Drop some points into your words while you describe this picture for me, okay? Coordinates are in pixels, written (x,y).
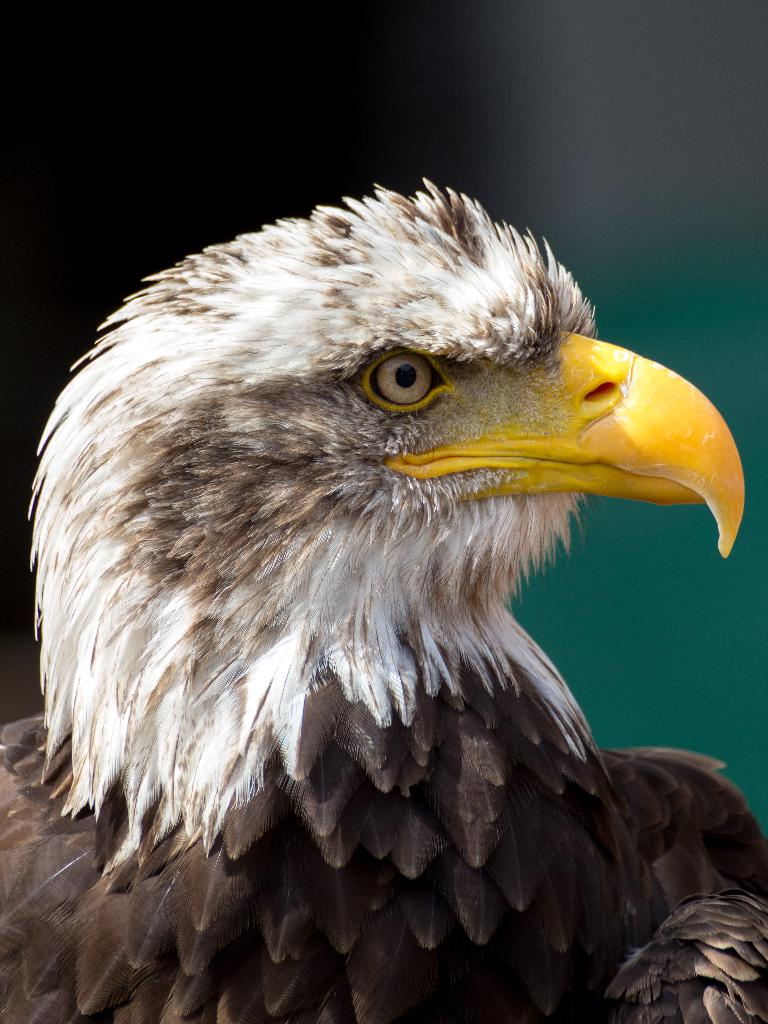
In this image there is a bird (287,679).
